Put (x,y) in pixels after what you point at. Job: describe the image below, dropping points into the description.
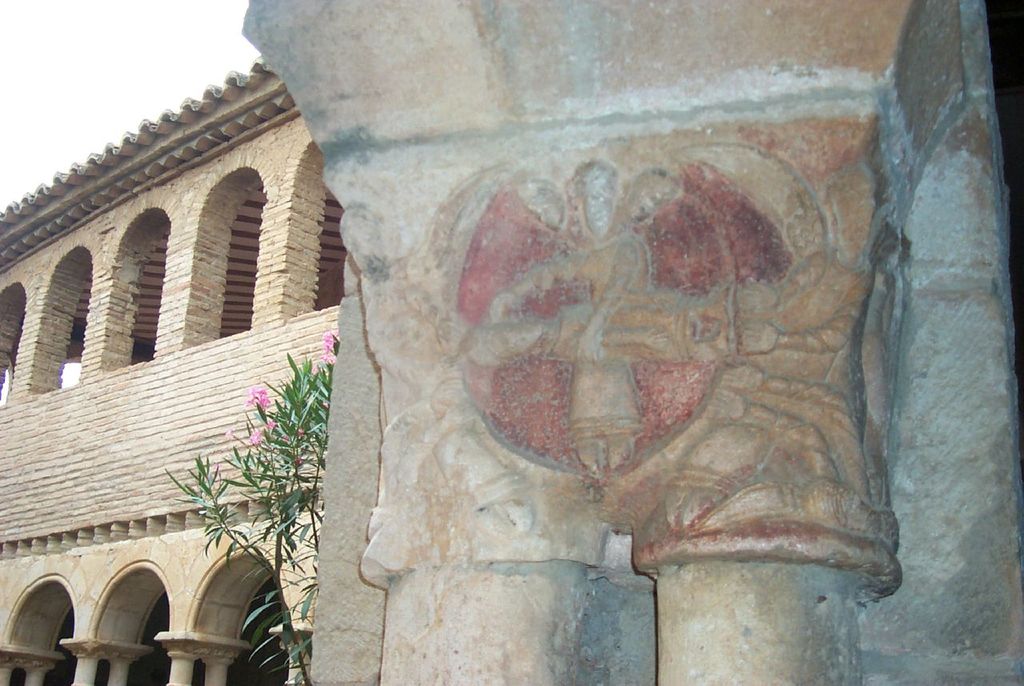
In this image I can see few designs (477,468) on the wall (718,409). On the left side of this image (147,454) I can see a plant (320,372) and a building (232,292).
